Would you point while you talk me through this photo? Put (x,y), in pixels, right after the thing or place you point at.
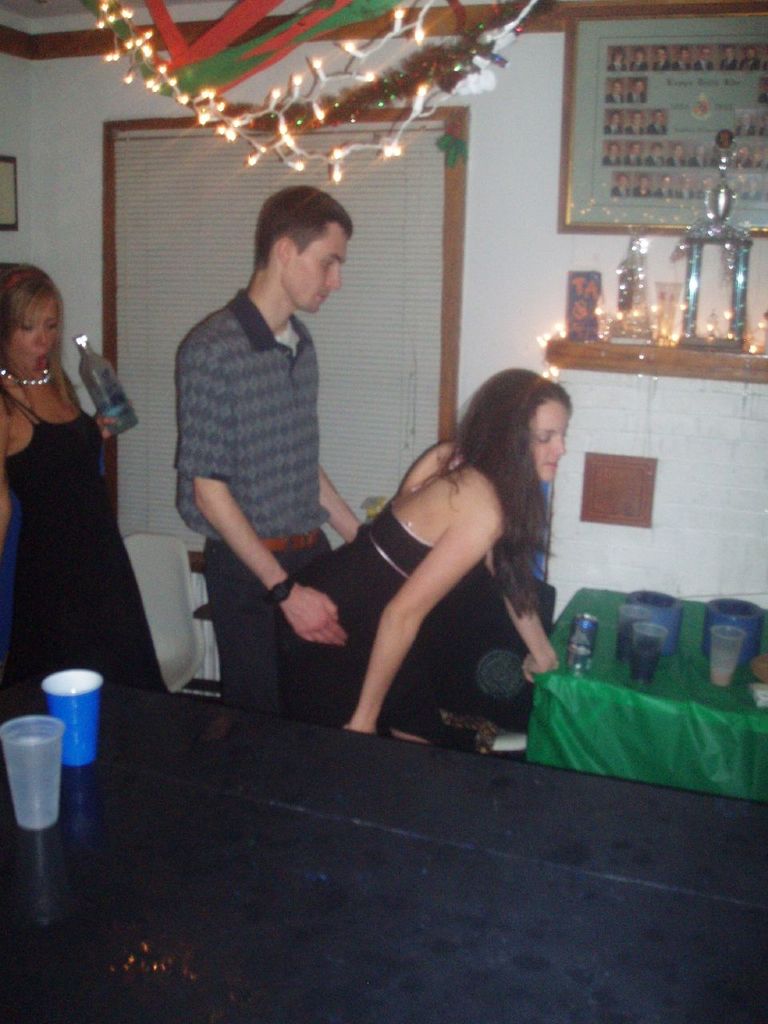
In this image we can see three persons (197,489). One lady (68,498) is holding a bottle (93,369). There is a platform (182,836). On that there are glasses (29,763). There is another platform (606,687). On that there are glasses (722,644) and some other items (650,600). In the back (647,405) there is a wall (609,294) with a photo frame (570,100). And there is a stand (668,361) on the wall (529,340). On the stand (656,364) there are some items (619,304) and lights (622,315). On the ceiling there are lights (332,64).
